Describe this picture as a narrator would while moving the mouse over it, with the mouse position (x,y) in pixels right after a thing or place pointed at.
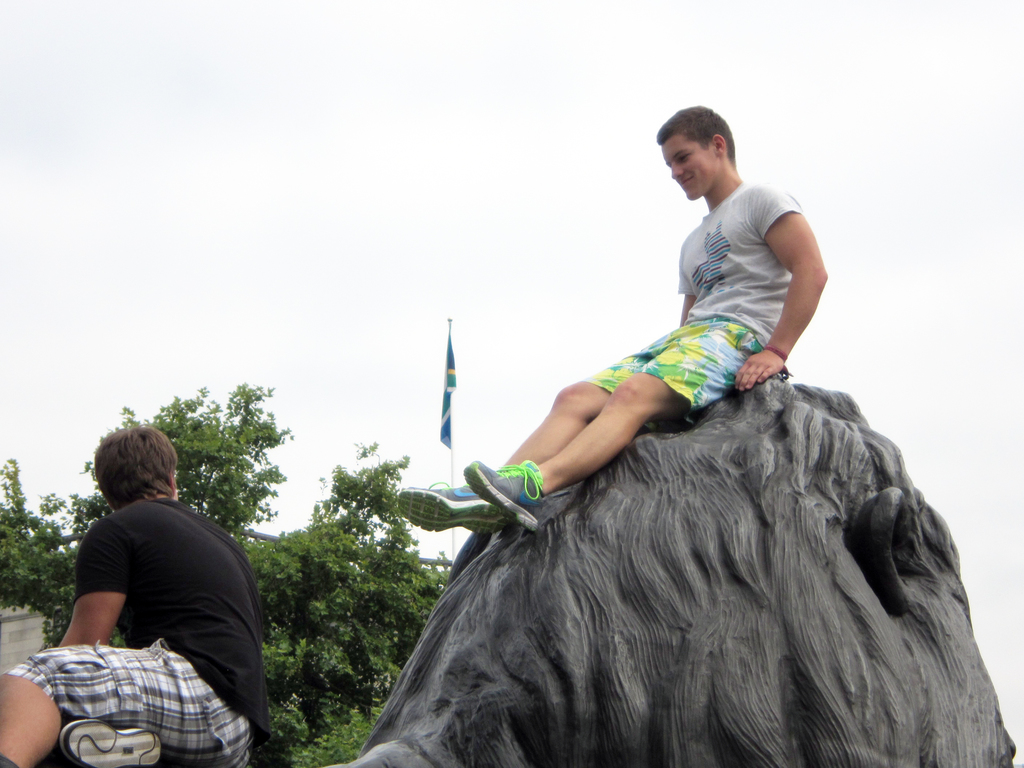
In this image, on the right side (770,322), we can see a man (779,336) sitting on the sculpture (786,643). On the left side (153,634), we can also see another man (111,661) sitting. In the background (276,760), we can see some trees (53,617) and a flag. At the top (406,137), we can see a sky (354,229).
